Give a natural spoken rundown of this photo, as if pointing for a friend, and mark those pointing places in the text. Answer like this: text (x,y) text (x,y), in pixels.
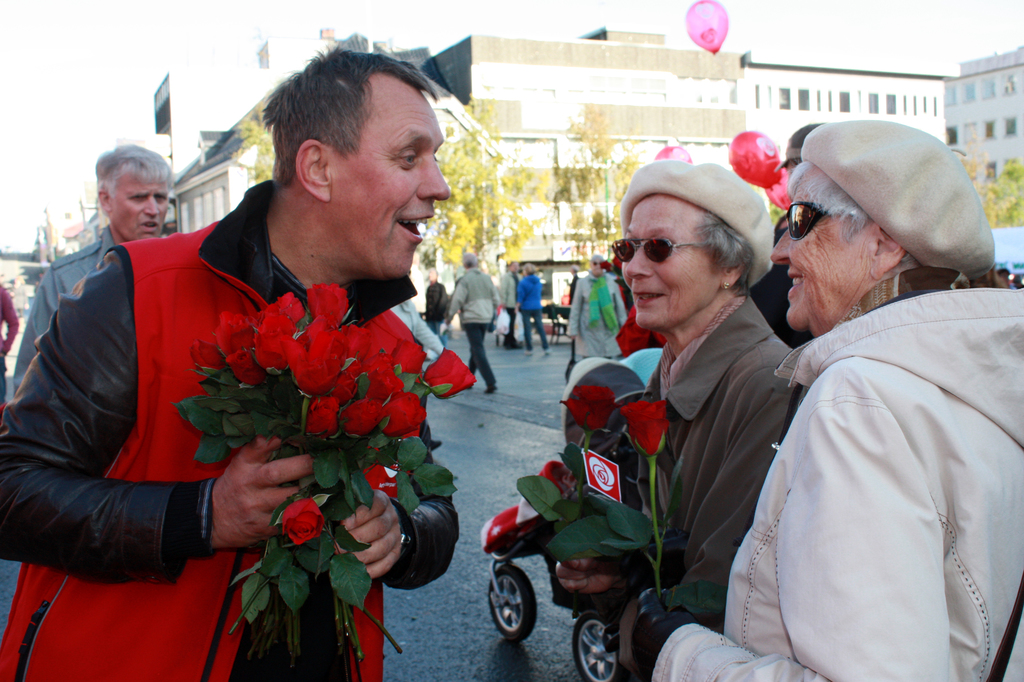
In this image on the road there are many people (608,340). In the foreground (353,496) a man (279,467) wearing red and black jacket (168,357) is holding bunch of roses (358,382). In front of them there are two old ladies (704,353). They are wearing caps (654,188) and sunglasses (799,229). In the background (584,325) people (528,302) are walking on the road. There are trees (487,246) and buildings (621,81). There is a balloon (704,23) in the air (686,34).
